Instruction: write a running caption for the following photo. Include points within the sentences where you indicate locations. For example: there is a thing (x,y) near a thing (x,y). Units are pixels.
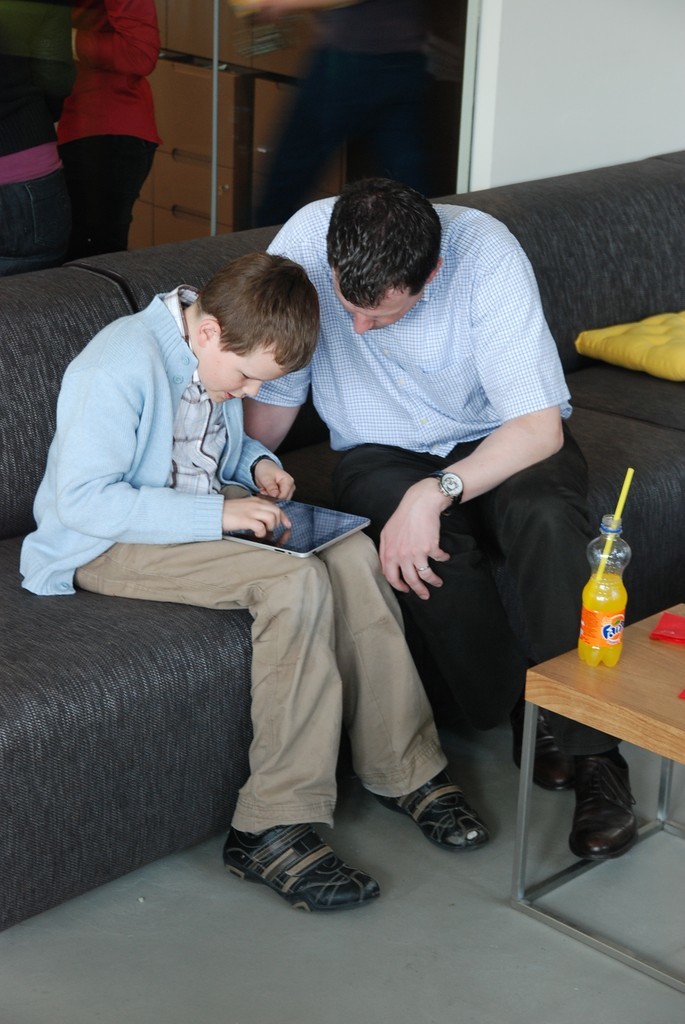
On the background (588,48) we can see a wall (609,113) and persons (123,134) standing. In Front of the picture we can see a boy (254,442) and a man (421,484) sitting on a sofa (579,423). There is a gadget (267,540) in his lap (340,544). This is a floor (426,951). On the table (601,705) we can see a bottle (603,654) with straw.
